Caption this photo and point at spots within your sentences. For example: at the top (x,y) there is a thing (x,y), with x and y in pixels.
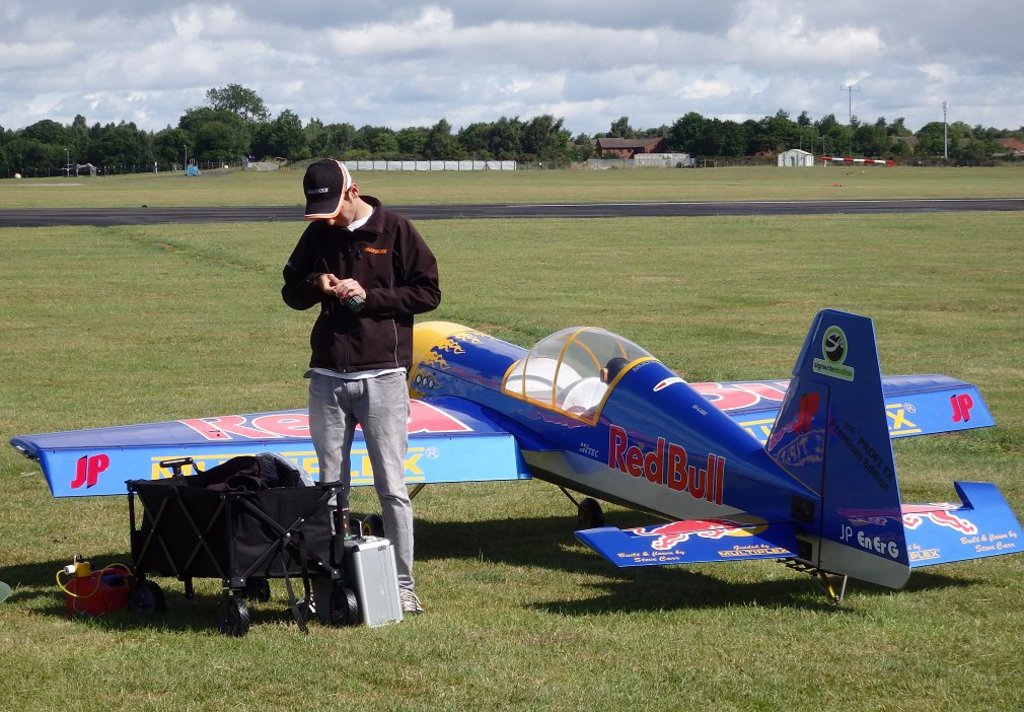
In this image we can see the red bull airplane (634,485) in the grass (588,599). We can also see a man (324,239) with a cap (331,211) holding an object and standing. There is a briefcase (376,605), a cart vehicle (259,581) on the left (175,473). In the background (174,219) we can see the road (430,208), houses (648,143), wall (429,164), poles (186,159) and also the trees (748,154). We can also see the sky (737,47) with the clouds (806,69).
